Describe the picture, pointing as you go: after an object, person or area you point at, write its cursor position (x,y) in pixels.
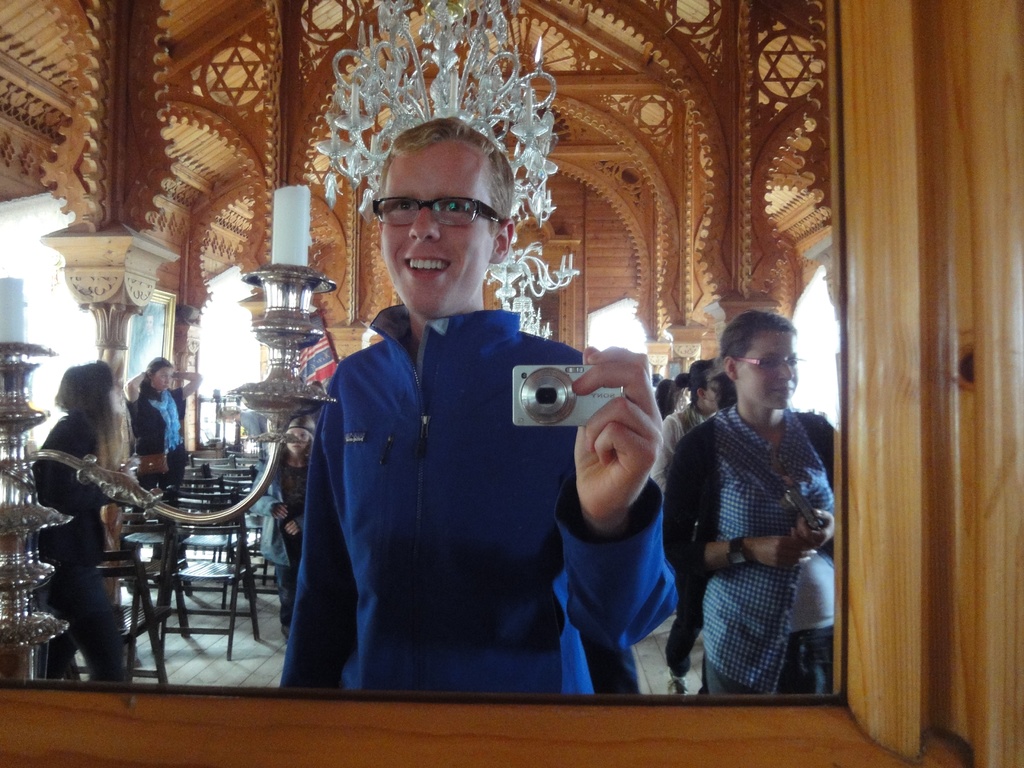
In this picture we can see a group of people (418,586) on the floor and a man (447,432) wore spectacles (493,209) and holding a camera (571,387) with his hand (619,472) and at the back of him we can see a stand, candles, chairs (232,524), frame (141,327), cloth (327,369) and some objects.
